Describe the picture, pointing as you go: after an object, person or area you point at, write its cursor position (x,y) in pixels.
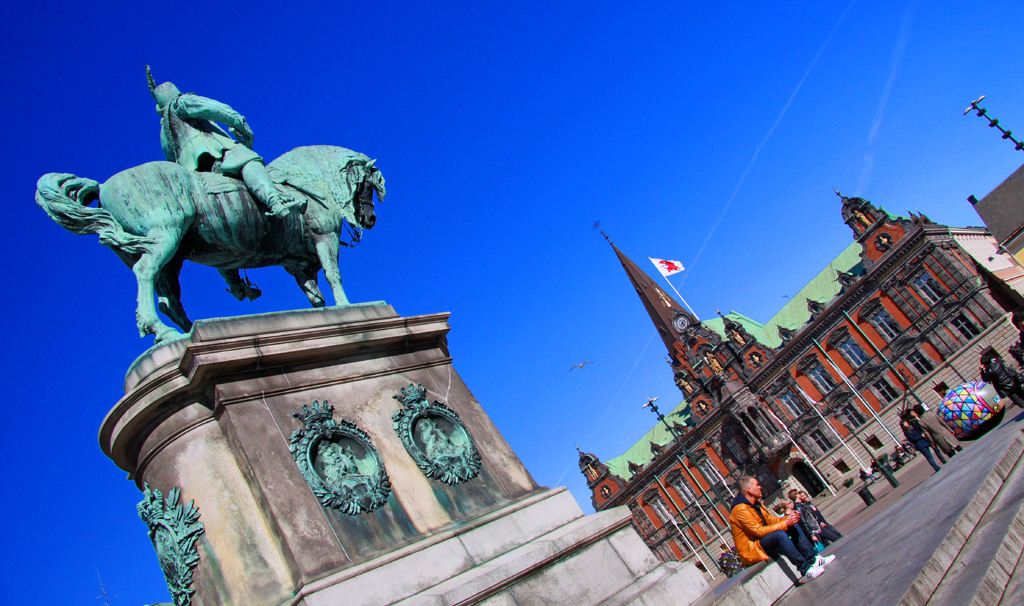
In this image we can see a statue (160,226) of a man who is sitting on horse (215,225), on right side of the image (740,525) there are some persons (760,513) walking through the floor (919,467) and some are sitting and we can see some buildings (896,319), top of the image (591,161) there is clear sky (585,184).
